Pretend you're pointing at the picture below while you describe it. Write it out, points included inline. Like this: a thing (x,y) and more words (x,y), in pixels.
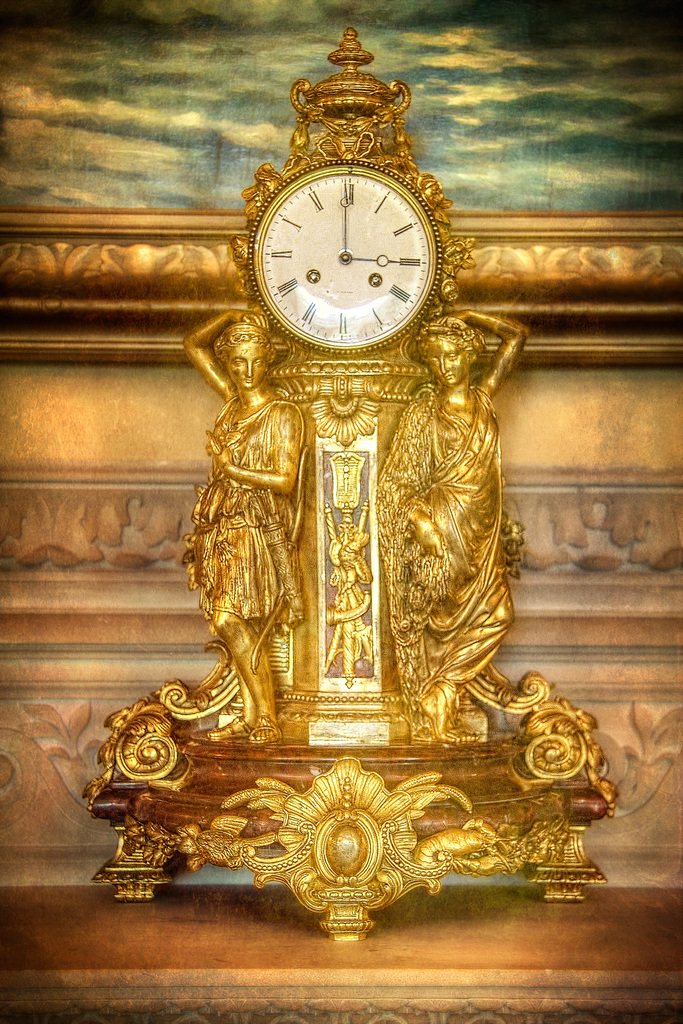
In the image in the center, we can see one table (378,984). On the table (170,964), we can see one clock (322,351) and sculptures (242,663). In the background (622,391) there is a wall (650,451) and a photo frame (524,145).
